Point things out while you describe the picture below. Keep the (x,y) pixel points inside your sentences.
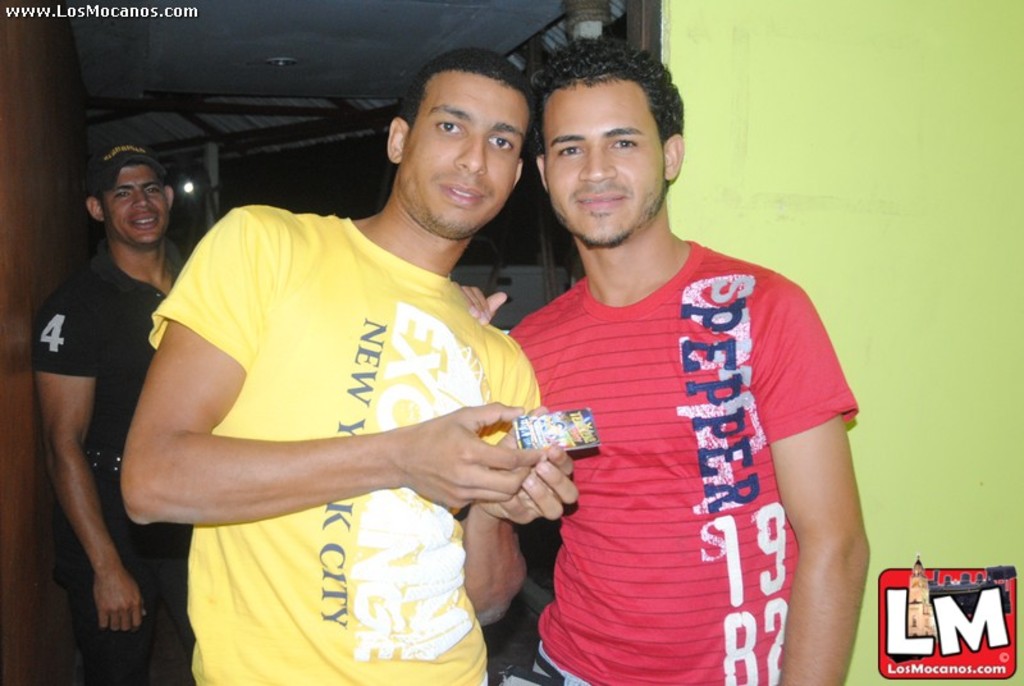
In this image in the foreground (415,419) there are two persons (693,467) who are standing and one person (551,453) is holding a small object (550,435), in the background (105,319) there is another person (95,450). On the right side (778,229) there is a wall (904,301), in the background (260,137) there is ceiling (349,77), lights (186,187) and some iron rods (220,150). On the left side (26,348) there is a wooden wall (41,503).
